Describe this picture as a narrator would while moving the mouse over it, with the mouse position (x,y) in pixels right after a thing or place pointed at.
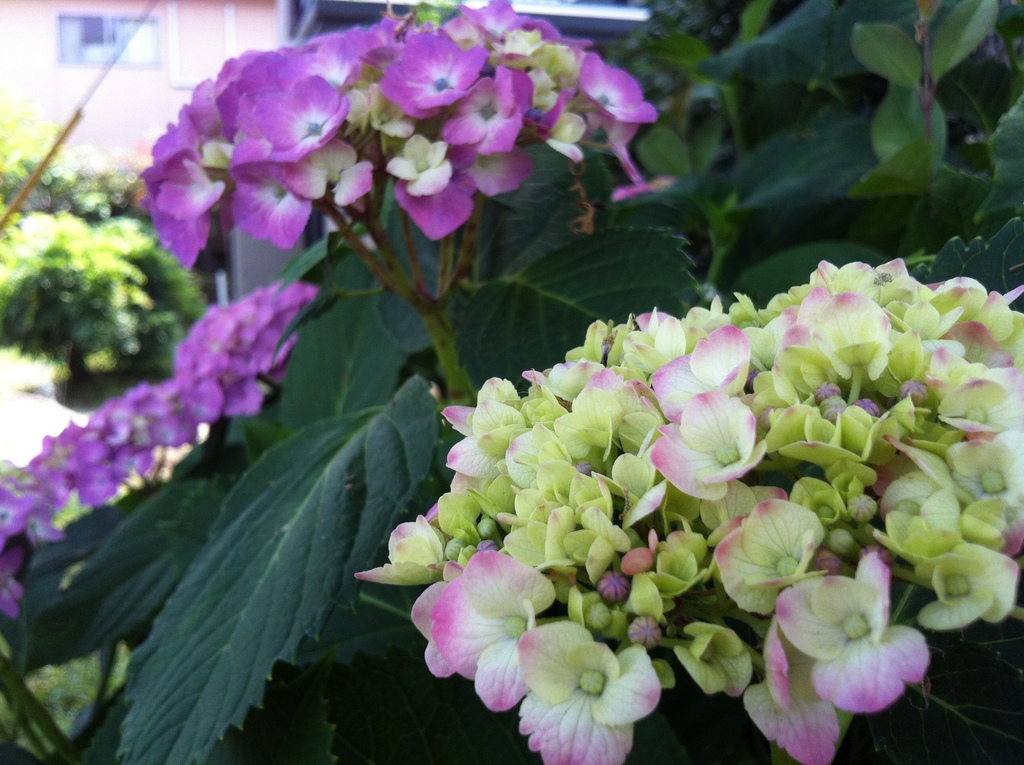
In this image we can see a plant (435,325) and some flowers (161,401) which has grown to the plant (476,289) which are of pink and yellow color and at the background of the image (185,71) there are some houses (165,70).
